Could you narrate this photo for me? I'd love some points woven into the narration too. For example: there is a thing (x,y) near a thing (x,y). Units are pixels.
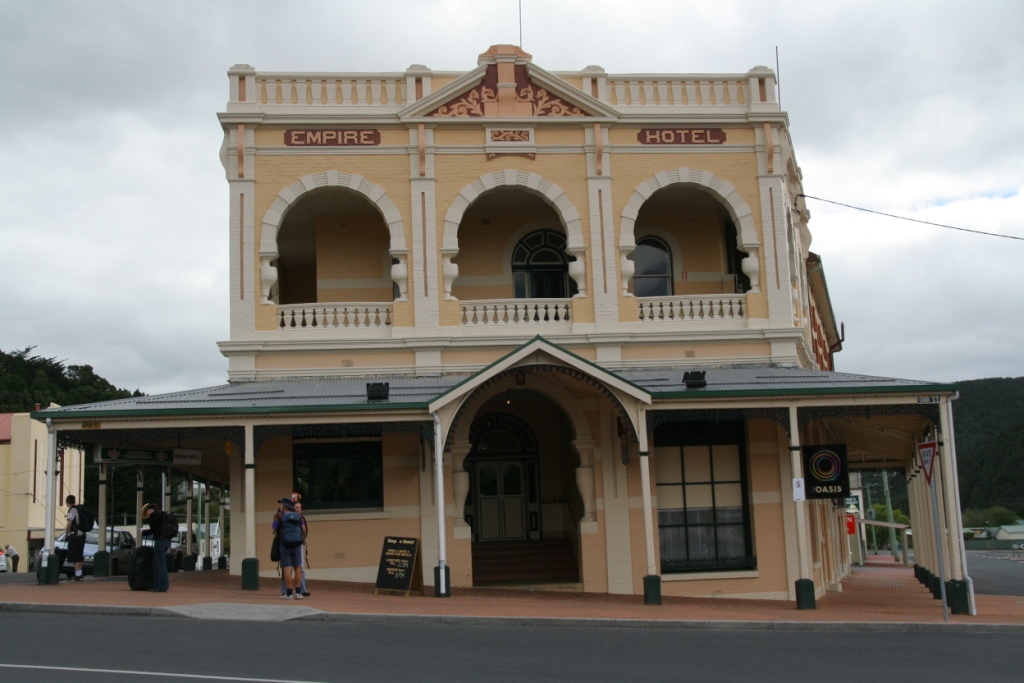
In the center of the image (597,288) we can see building (426,528). At the bottom of the image (171,543) we can see persons (154,511) on road (428,653). In the background (46,273) we can see trees (23,389), sky (915,154) and clouds (803,166).
